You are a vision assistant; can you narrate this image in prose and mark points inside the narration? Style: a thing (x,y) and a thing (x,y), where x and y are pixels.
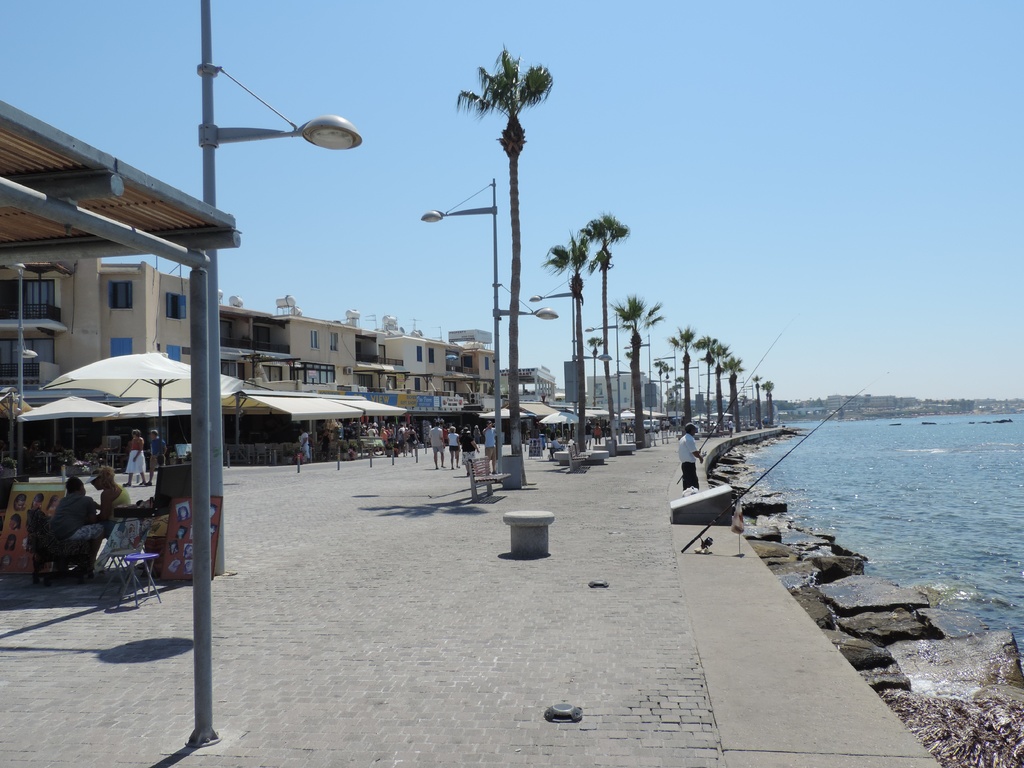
In this image we can see parasols (186,374), persons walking on the road (372,499), persons (83,509) sitting on the chairs (120,555), street poles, street lights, buildings (161,293), trees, person (692,437) standing on the floor (702,473) and holding a fishing rod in his hand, rocks (839,554), water (896,464) and sky (296,185).
